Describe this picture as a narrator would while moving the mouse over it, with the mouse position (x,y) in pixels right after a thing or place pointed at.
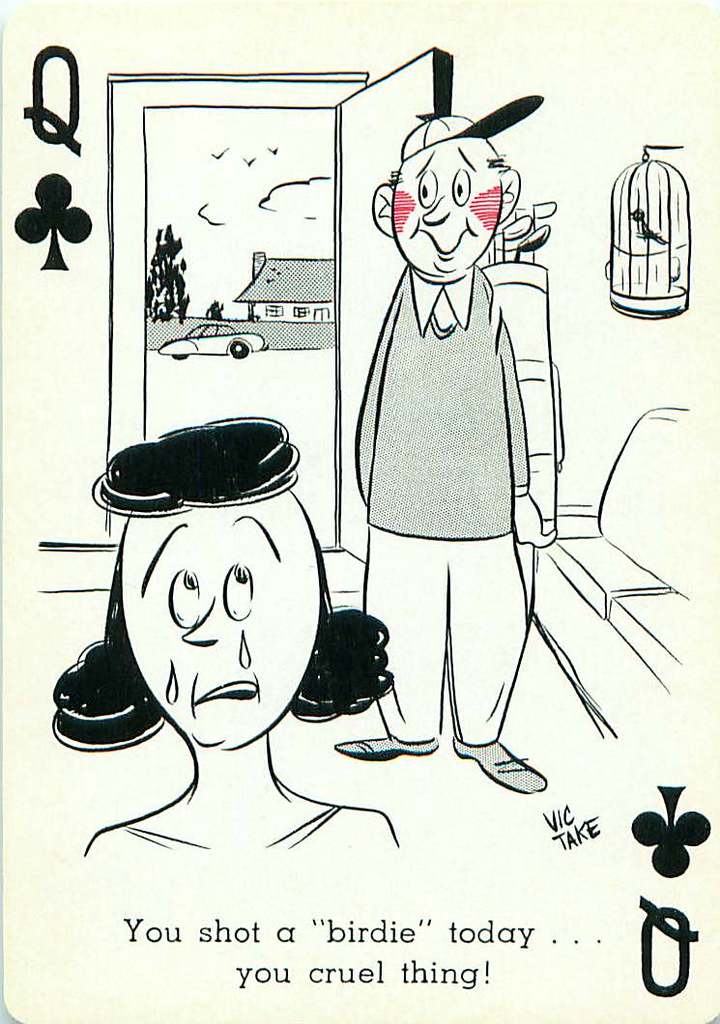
In this image I can see two cartoon persons (418,593) and I can see a cage (658,312), a vehicle (235,354), a house (330,277) and few birds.
